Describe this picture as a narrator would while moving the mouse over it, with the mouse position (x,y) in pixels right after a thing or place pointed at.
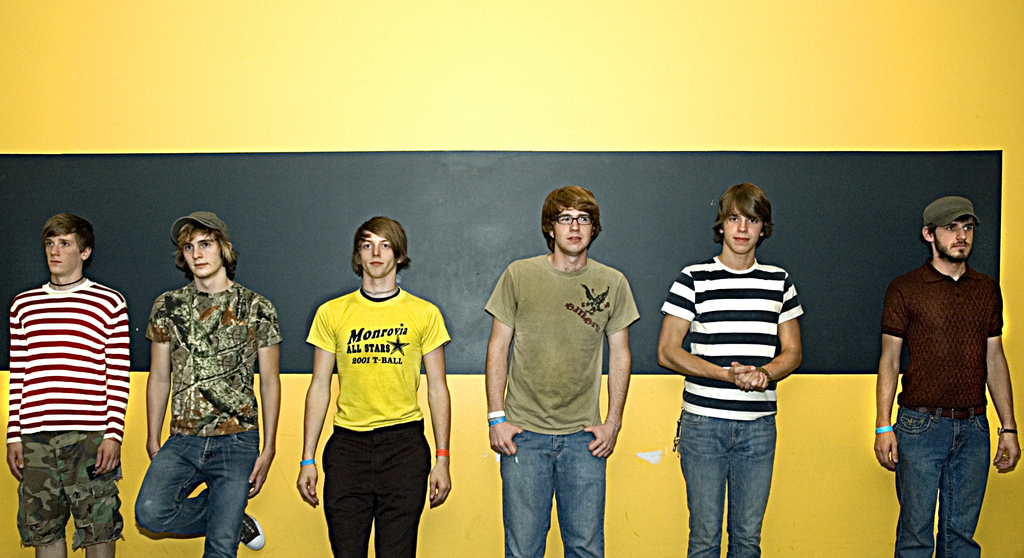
Here we can see few persons (941,342). In the background (831,193) we can see a board (440,219) and a yellow color wall (481,89).
